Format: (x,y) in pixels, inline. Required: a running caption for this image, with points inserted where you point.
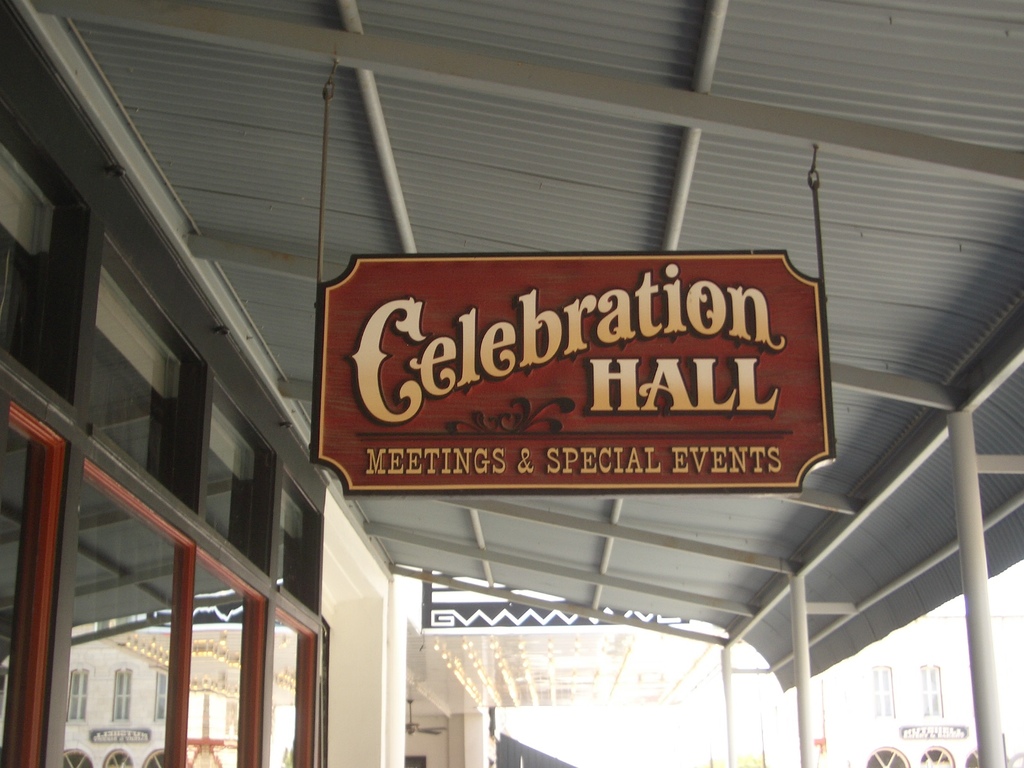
In the center of the image (514,443) we can see a board (666,357). On the board (597,275) we can see the text (521,458). On the left side of the image (229,536) we can see the glass doors (146,610). At the bottom of the image (747,673) we can see the poles (989,690), buildings (907,690), boards (915,736), windows (888,758). At the top of the image (390,127) we can see the roof (488,240) and rods (398,45).
